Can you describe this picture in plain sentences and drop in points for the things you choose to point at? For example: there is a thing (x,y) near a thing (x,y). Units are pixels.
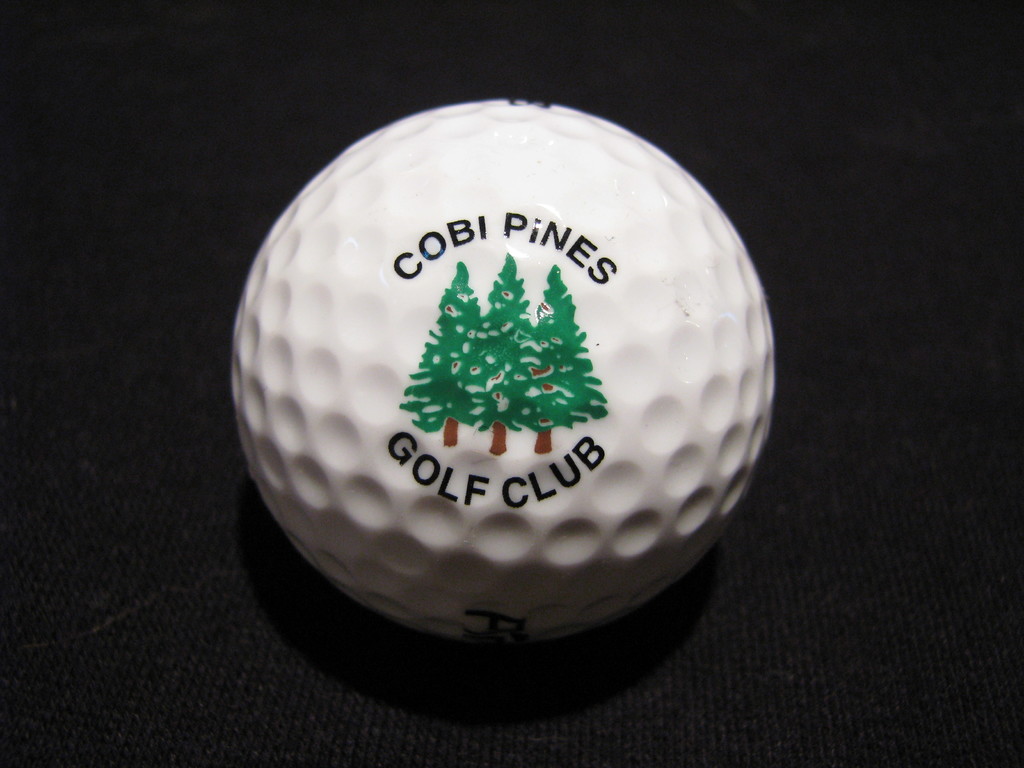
In this picture I can see a ball (635,376) at the center (552,407), there is the text (506,507) and a painting (488,342) on it.
